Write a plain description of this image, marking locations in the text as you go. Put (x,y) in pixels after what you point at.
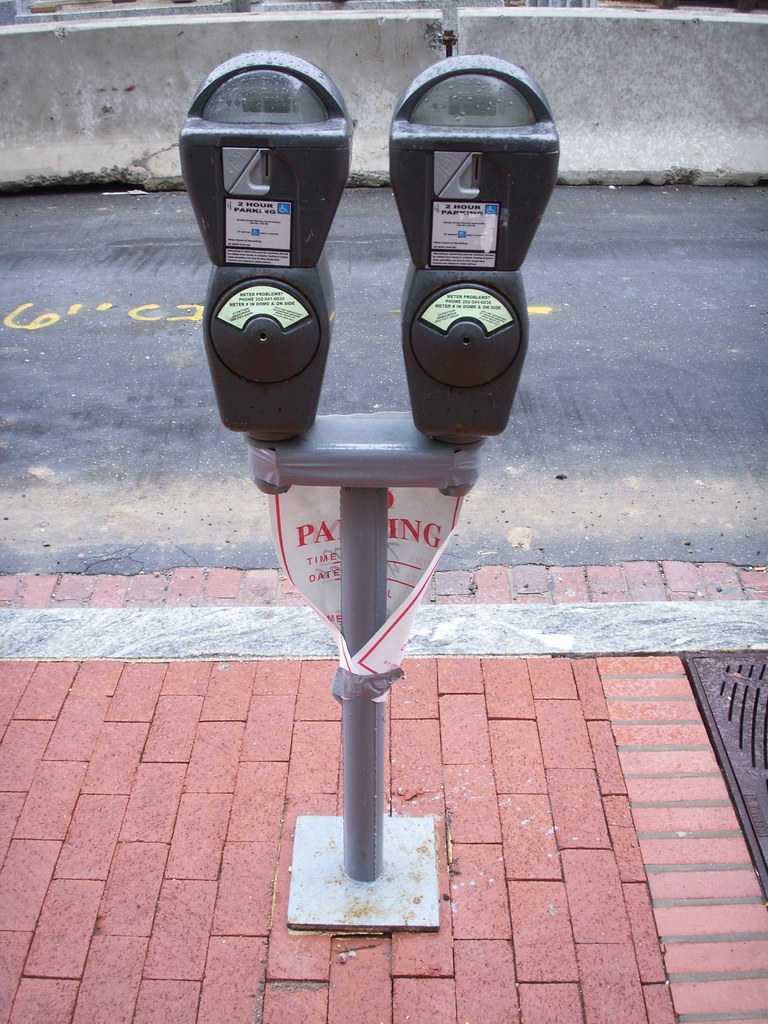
In this image we can see a stand (377,621) with a poster (413,614). On the stand (307,435) there are two objects (311,350). In the back (656,357) there is a road (631,322) and a wall (565,128).
